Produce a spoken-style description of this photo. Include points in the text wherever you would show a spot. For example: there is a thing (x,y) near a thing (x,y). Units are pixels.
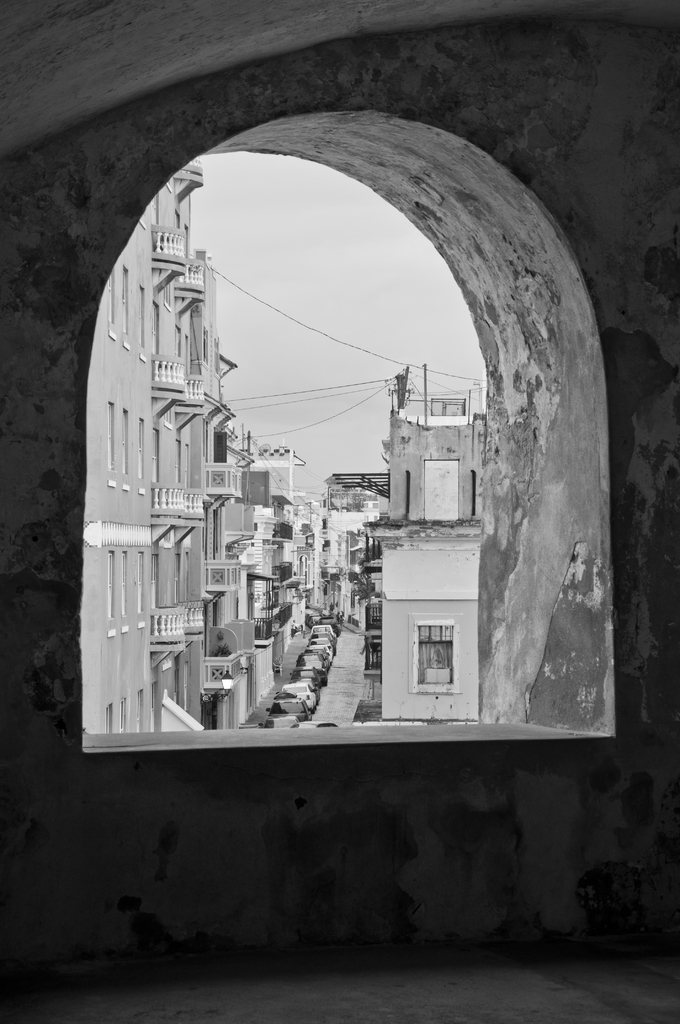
This is a black and white picture, in this image we can see a window (386,556), from the window (350,456), we can see some buildings (210,588), windows (154,576), vehicles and grille (211,578), also we can see the sky (336,343).
